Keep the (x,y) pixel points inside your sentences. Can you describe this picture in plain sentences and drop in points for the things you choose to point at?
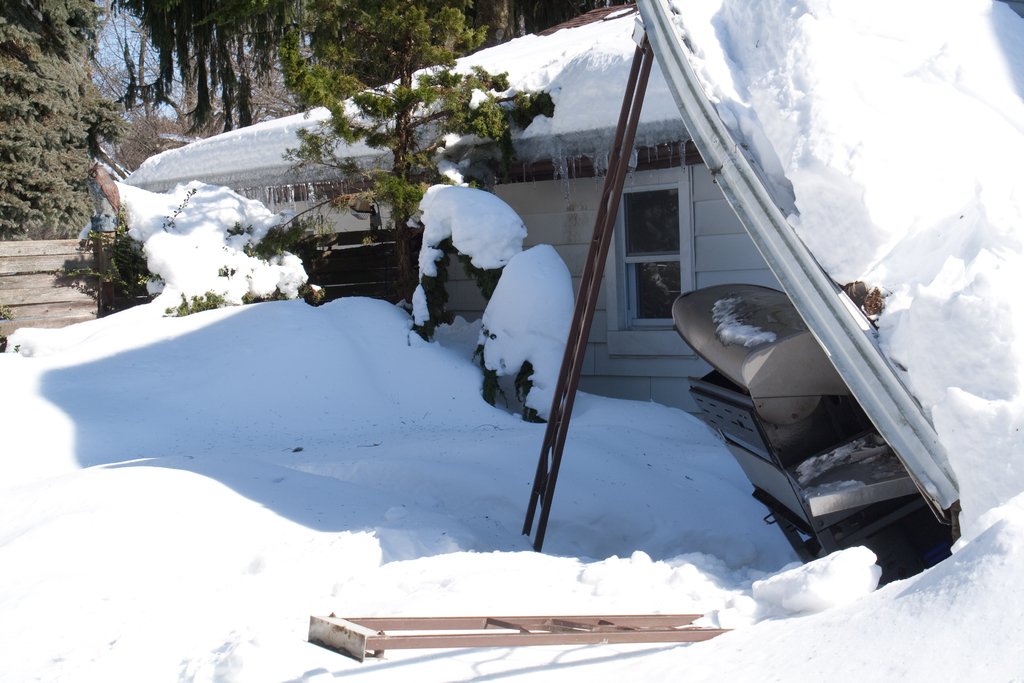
Completely an outdoor picture. A house (660,120) and the land (212,536) is covered with snow (180,448). Far there are number of trees (349,44). A house (578,76) with a window (641,242). This is ladder (612,225).
